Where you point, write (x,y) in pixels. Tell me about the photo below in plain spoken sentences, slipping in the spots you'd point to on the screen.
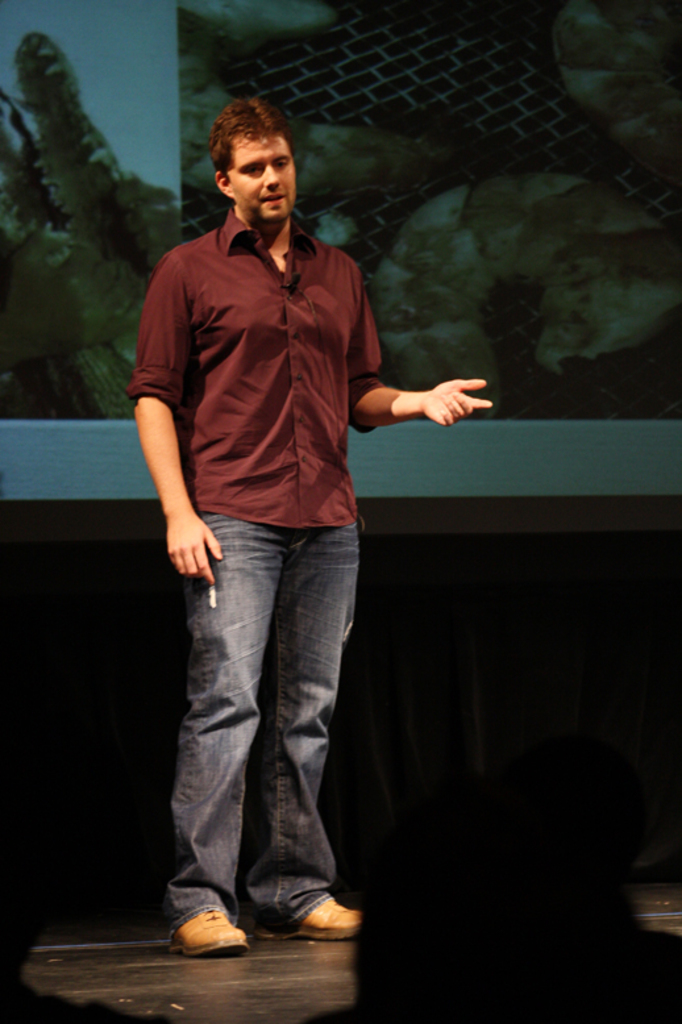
In this image we can see a man (326,577) standing. In the background (601,457) there is a screen (358,17). At the bottom (530,754) we can see people (426,942).
